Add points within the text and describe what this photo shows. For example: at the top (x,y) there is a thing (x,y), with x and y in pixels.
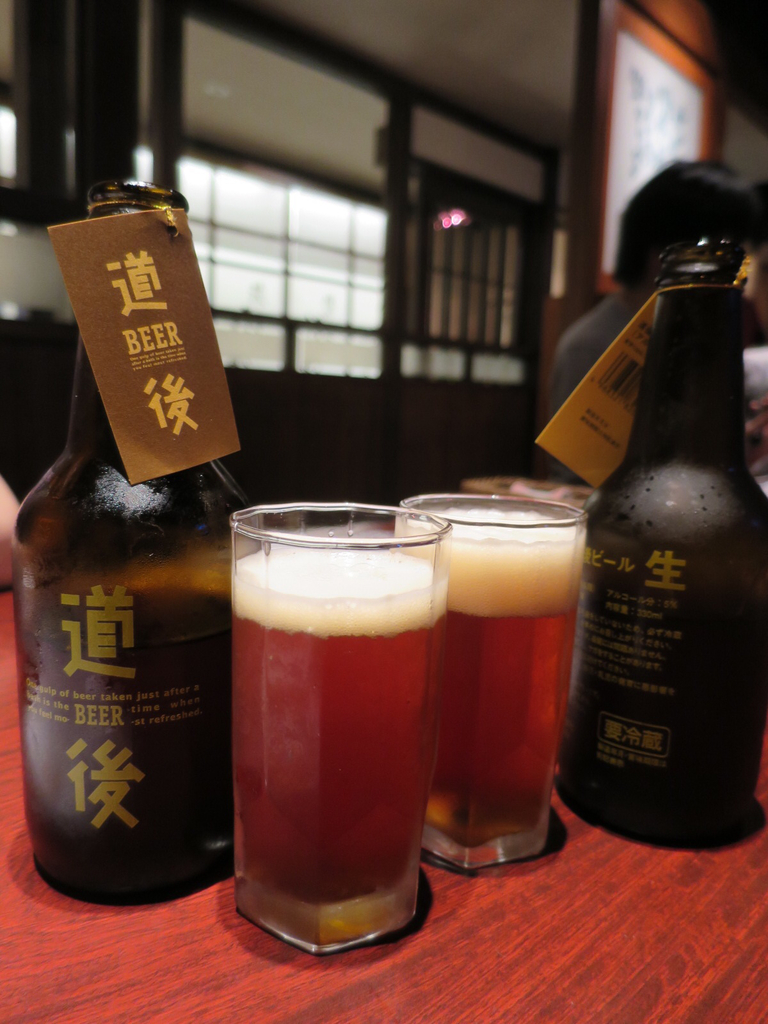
The image consists of beer bottle (189,651) and beer glasses (433,771) on table (401,999) and on background (660,251) there are humans (653,268).
